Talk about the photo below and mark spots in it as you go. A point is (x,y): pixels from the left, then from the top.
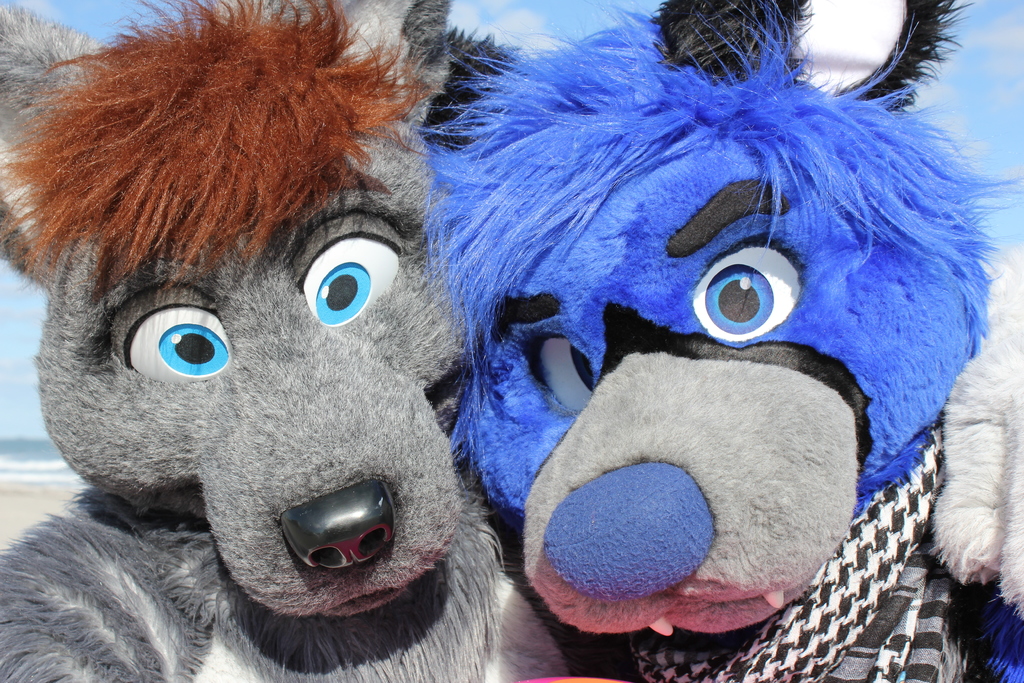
In this image, there are two toys (815,318) with different colors. In these two one of them is blue and another one is ash.
